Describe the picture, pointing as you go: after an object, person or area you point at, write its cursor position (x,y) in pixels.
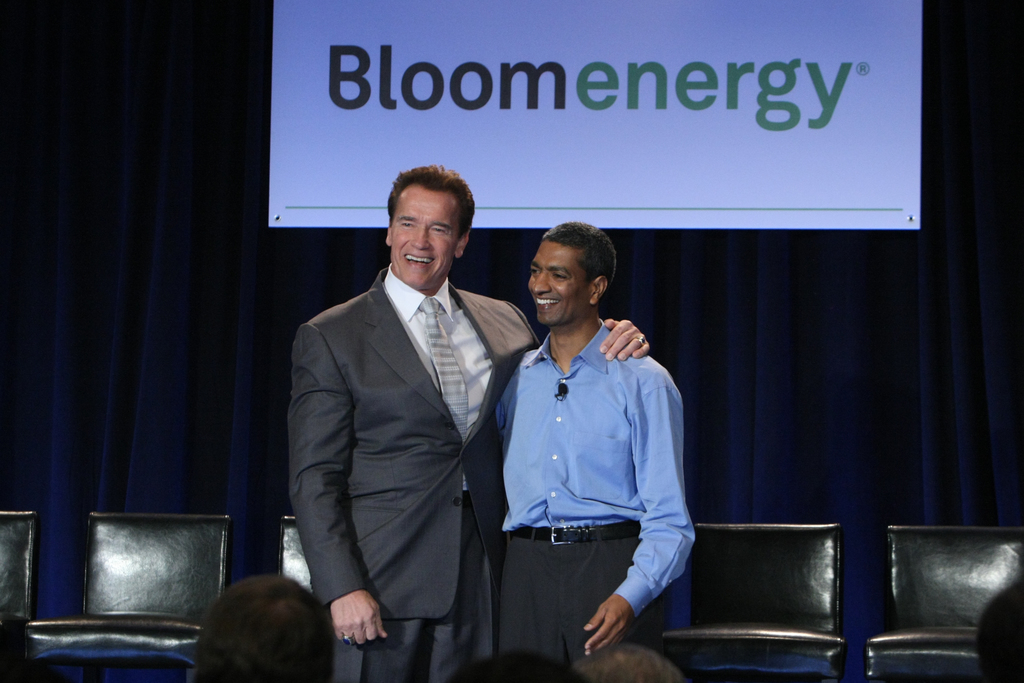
In this picture we can see two persons (336,512) standing on the floor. These are the chairs (743,565). On the background (680,35) there is a screen (480,110). And this is the curtain (152,296).
